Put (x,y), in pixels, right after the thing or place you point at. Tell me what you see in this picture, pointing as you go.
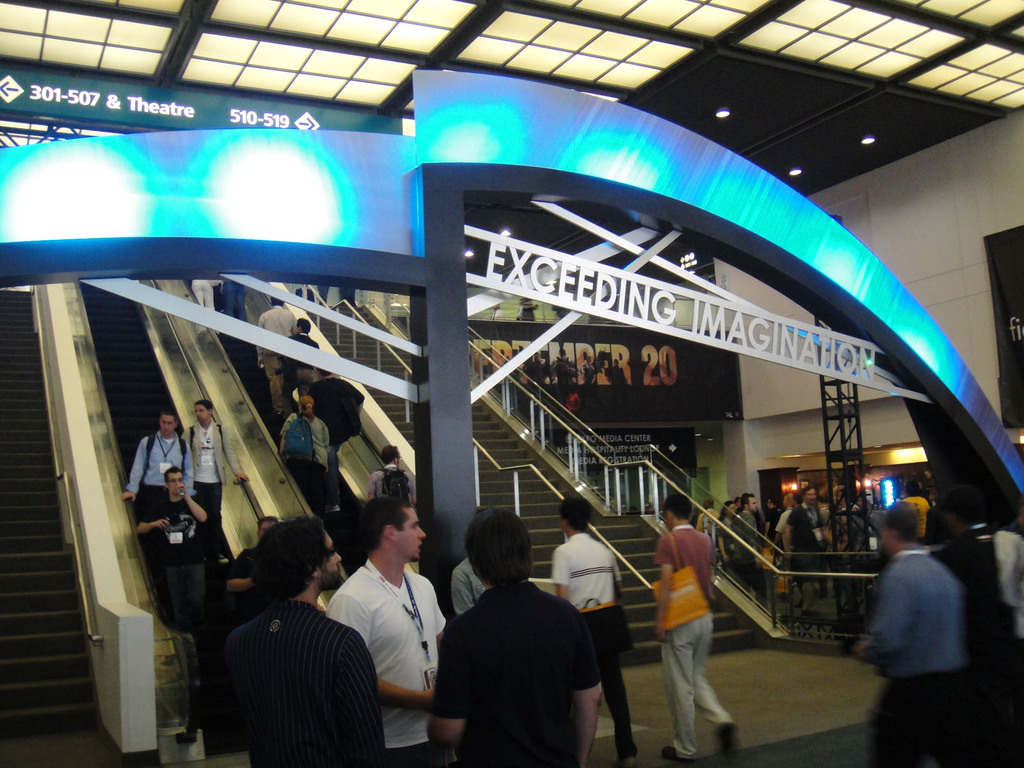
In this image, we can see pillars (454,552), arch (328,168), some text (663,288), banners (23,114). At the bottom of the image (603,663), we can see a group of people (571,654). Few are standing and walking. Here we can see stairs (653,580), rods (609,547), escalators (139,343). On the escalators (295,503), few people (333,468) are standing. Background (863,441) we can see wall (880,413), banners (1005,323) and lights (920,455). Top of the image (364,29), there is a glass objects (824,52) and light (722,113).
